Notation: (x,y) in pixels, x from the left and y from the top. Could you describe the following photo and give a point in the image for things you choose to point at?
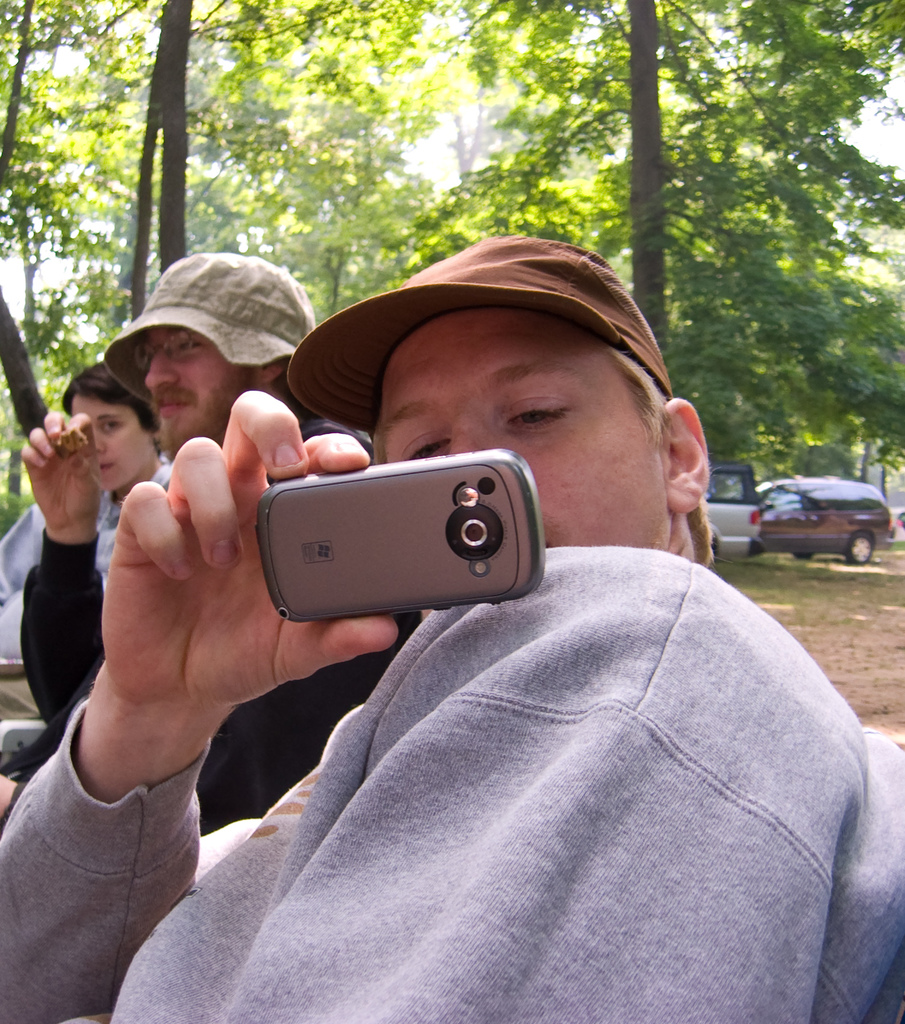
In this image I can see few people (289,295) where one is holding a phone (435,555). I can also see two of them are wearing caps (474,250). In the background (768,494) I can see few vehicles (784,481) and number of trees (540,149).
